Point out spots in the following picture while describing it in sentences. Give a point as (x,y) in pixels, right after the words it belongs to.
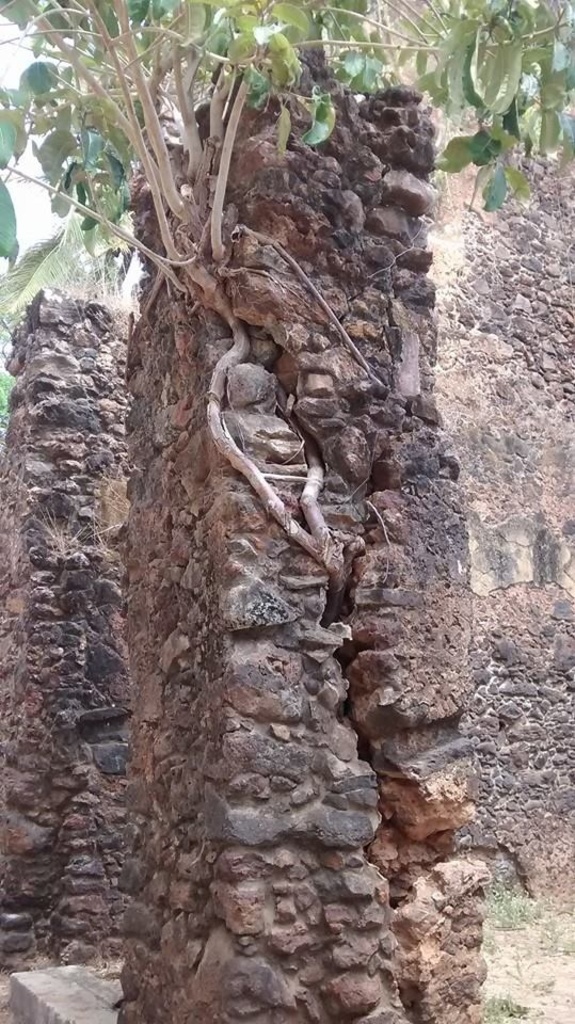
In this image, we can see a wall (116,617). There is a plant (221,383) on the pillar (286,771) which is in the middle of the image (301,677).
